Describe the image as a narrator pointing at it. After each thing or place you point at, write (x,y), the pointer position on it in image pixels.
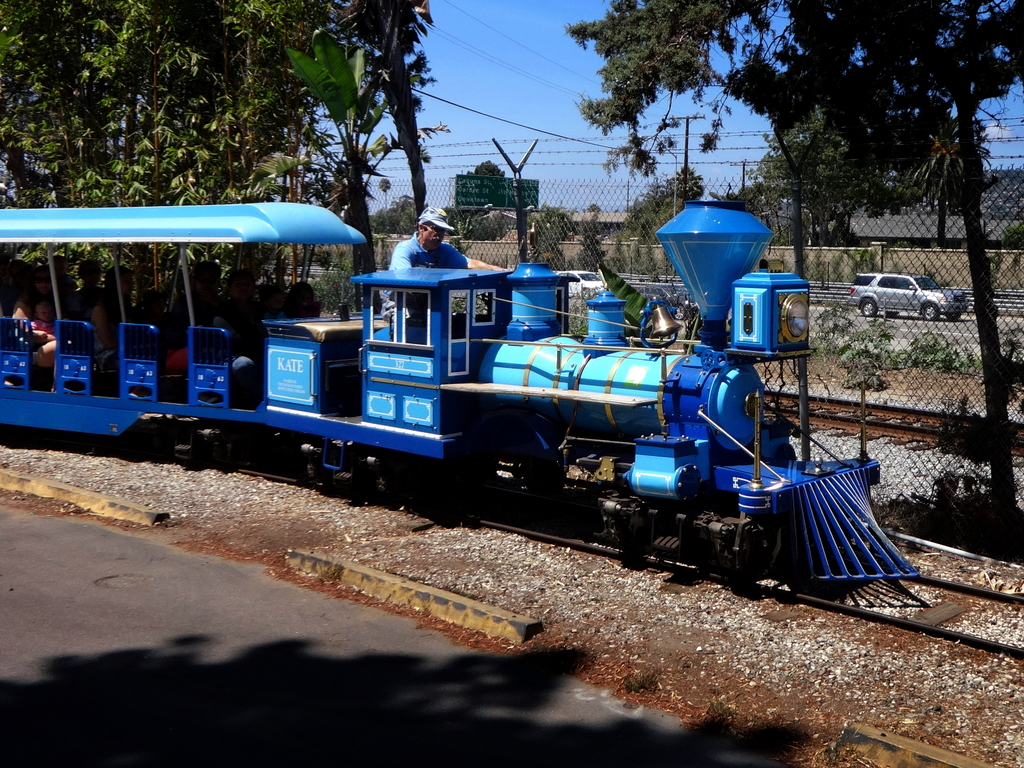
In this image I can see a blue color train (611,372) on the railway track (915,601). Few people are sitting inside it. Back I can see a fencing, trees (992,424), vehicles (961,311) and wires (489,154). The sky (518,66) is in blue and white color.
